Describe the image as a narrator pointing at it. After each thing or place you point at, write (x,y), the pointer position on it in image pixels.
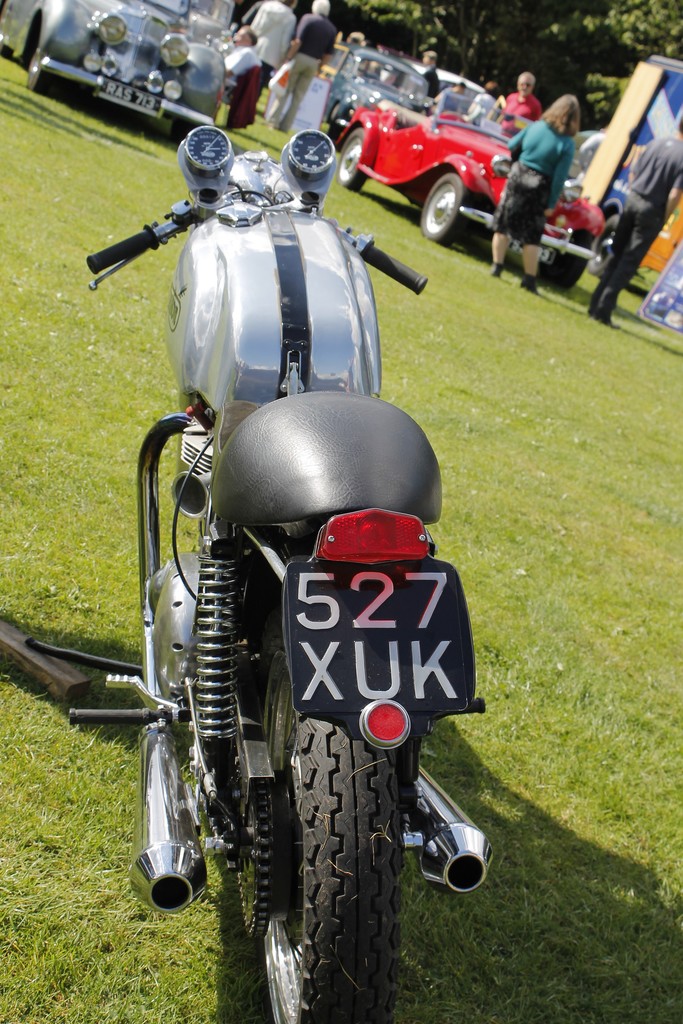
In this image we can see many people (307,83). There are many vehicles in the image. There is a grassy land (261,107) in the image. A vehicle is parked on a wooden piece (43,662). There are many trees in the image.
